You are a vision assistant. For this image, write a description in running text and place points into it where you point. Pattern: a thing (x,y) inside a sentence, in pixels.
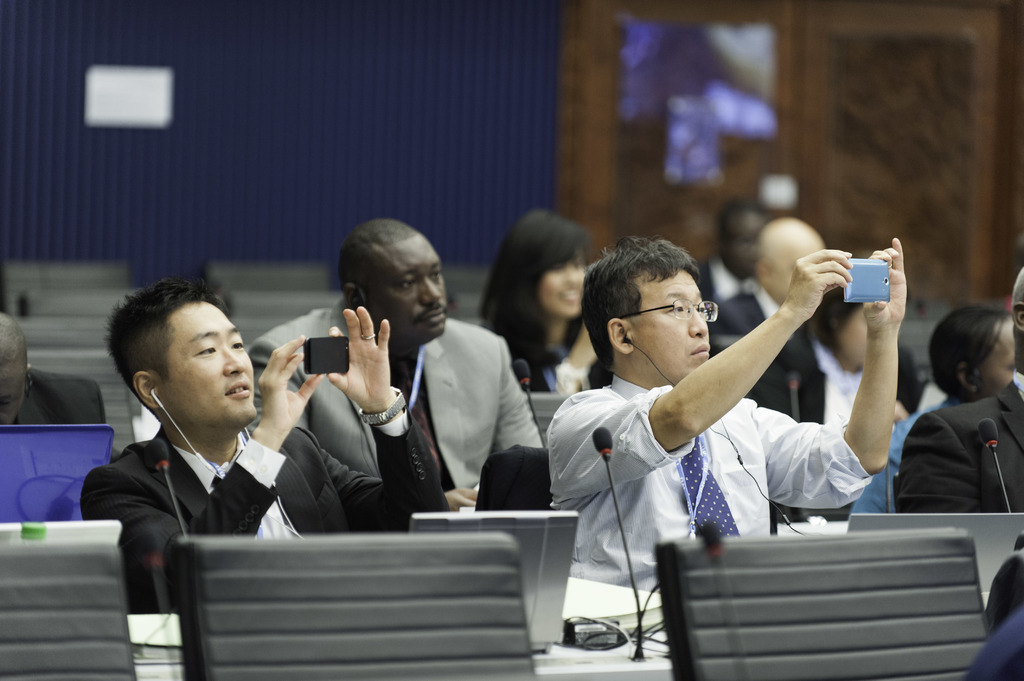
In this image we can see few people (601,393) are sitting in a room (847,184) which looks like an auditorium (436,180), among them two people (215,406) are holding mobile phones (843,292), it seems to be they are clicking pictures and they are with headset (659,366) and on the table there are few laptops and mics (153,571).
